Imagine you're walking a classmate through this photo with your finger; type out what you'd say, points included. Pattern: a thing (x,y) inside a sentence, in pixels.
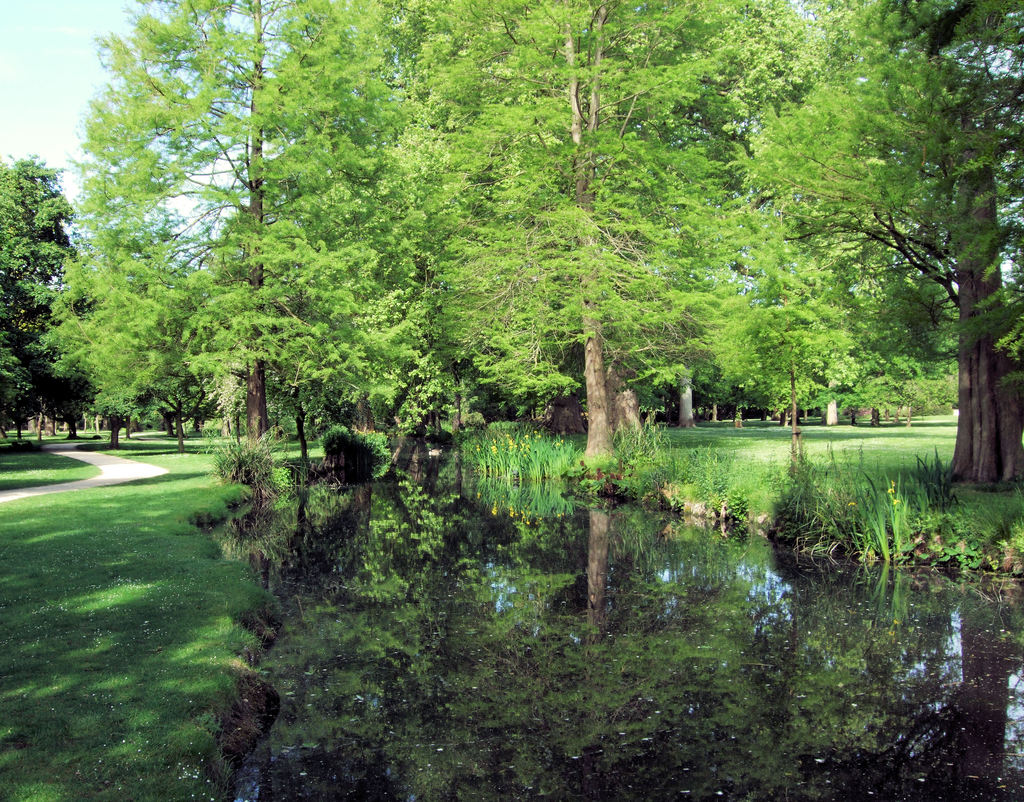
In this image there is full of greenery (367,472). There is grass (186,653). There are trees (136,412) and plants (579,475). There is a path (124,469) on the left side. There is a sky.
